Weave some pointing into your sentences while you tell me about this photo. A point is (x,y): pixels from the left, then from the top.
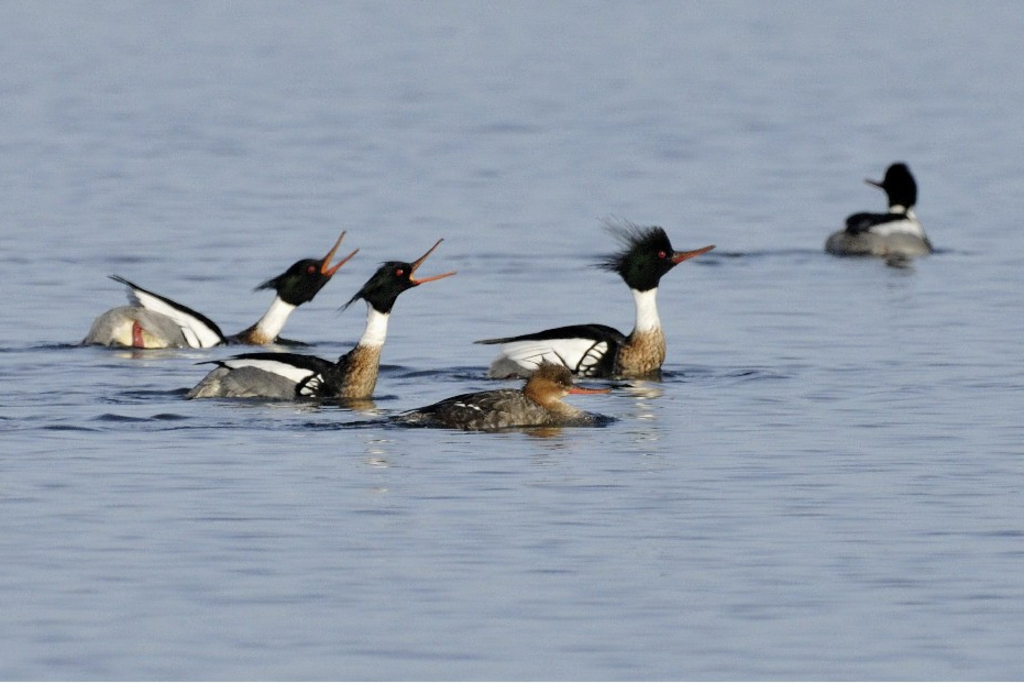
In this image I can see few animals (316,388) which are black, white, red, brown and ash in color are swimming in water (207,413). In the background (305,347) I can see the water (381,360).
